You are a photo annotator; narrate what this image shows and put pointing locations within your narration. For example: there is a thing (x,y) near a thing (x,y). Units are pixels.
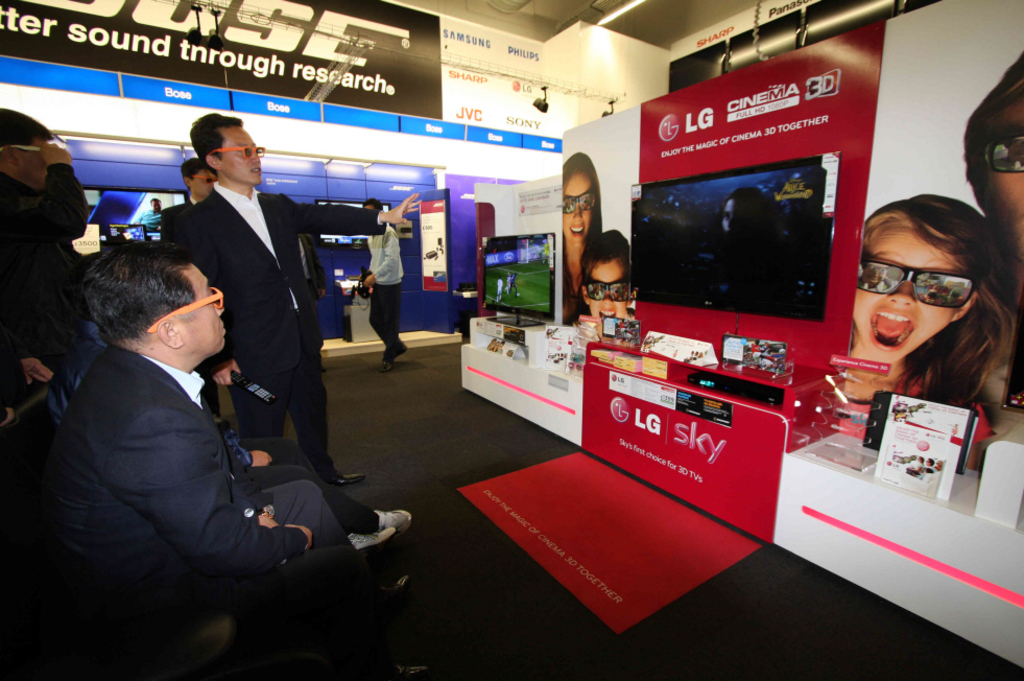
In the foreground of this image (159,487), on the left (136,408), there are two men (112,455) sitting on a sofa (179,611) and also few men (235,333) standing on the floor (346,409). On the right (818,249), we can see few objects (757,343) and two screens (528,287) to a cardboard wall (669,123) like an object (728,125). In the background (447,97), there are few boards (442,226), screens (127,203) and also a man (394,317) walking on the floor (389,374).
